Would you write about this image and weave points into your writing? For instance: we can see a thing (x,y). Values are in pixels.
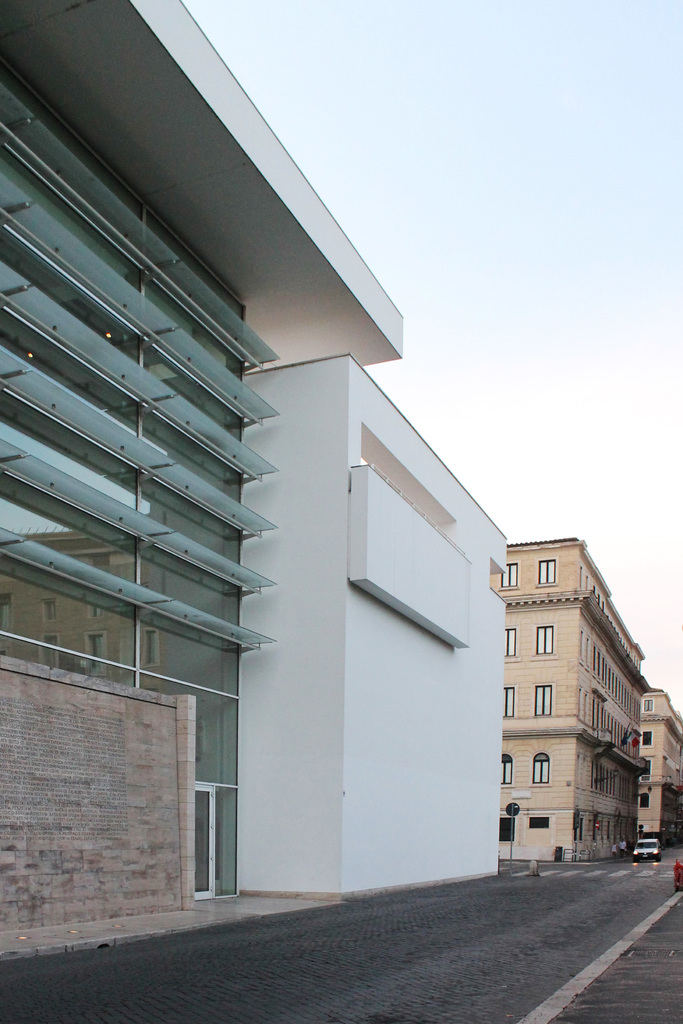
This picture is clicked outside. On the left (127,554) we can see the buildings (291,651) and the windows (96,604) and walls (449,637) of the buildings (493,598). On the right (651,848) there is a vehicle (643,851) running on the road (566,913) and we can see the zebra crossings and some other objects (624,848). In the background (428,378) there is a sky (575,193).
